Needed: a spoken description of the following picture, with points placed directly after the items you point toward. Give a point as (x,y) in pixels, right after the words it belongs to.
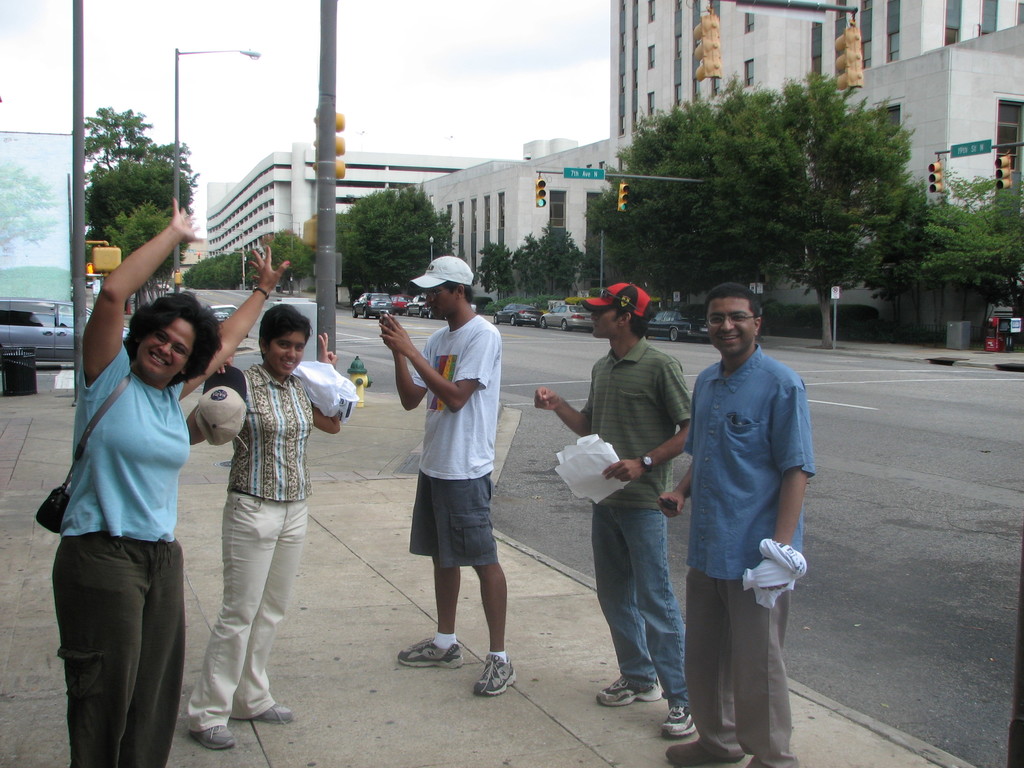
In this picture there is a woman (130,475) wearing blue T-shirt (120,449) is standing and raised her hands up and there are few persons (705,433) standing and holding few objects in their hands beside her and there are few vehicles (570,307) on the road (373,330) and there are trees (389,232) and buildings (530,168) in the background (652,111).
